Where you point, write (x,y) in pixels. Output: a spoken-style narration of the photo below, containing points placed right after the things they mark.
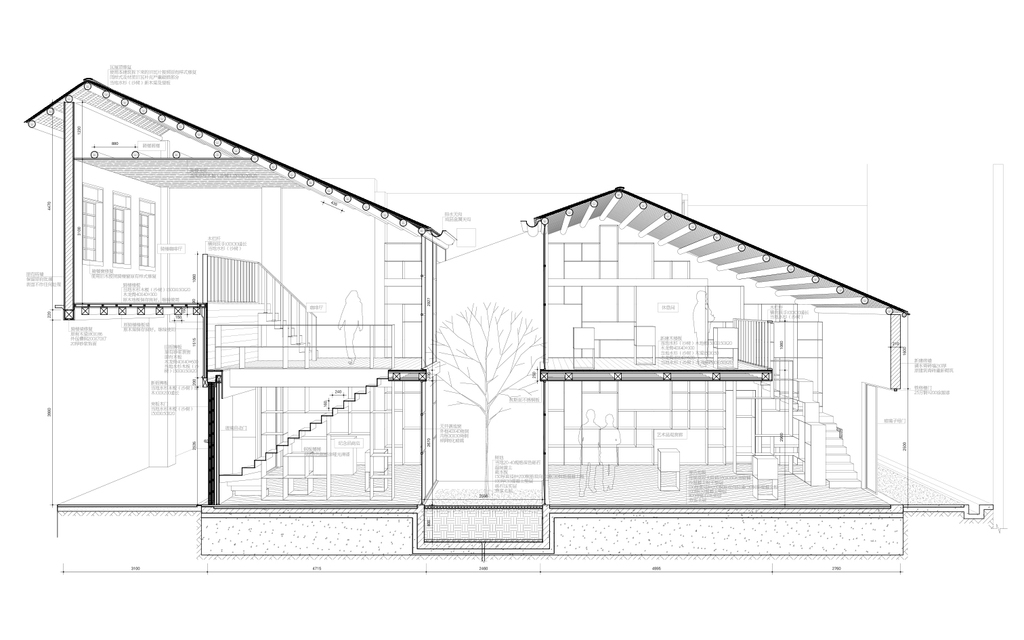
This is a drawing of a house (74,172), in this image in the center (363,400) there is a building (730,407) and plant (506,388) in the center (488,381) and there is some text (513,402).
